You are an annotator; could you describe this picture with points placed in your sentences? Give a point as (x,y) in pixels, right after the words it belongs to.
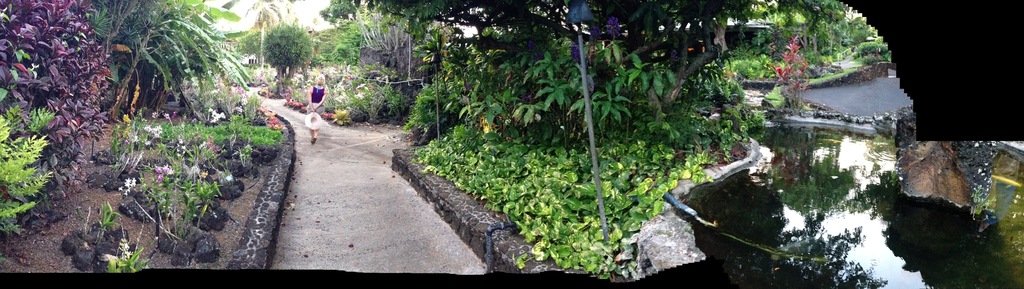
In this image we can see some trees (290,58), plants (524,196), water (698,192), flowers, sand (80,192) and people (320,123).
